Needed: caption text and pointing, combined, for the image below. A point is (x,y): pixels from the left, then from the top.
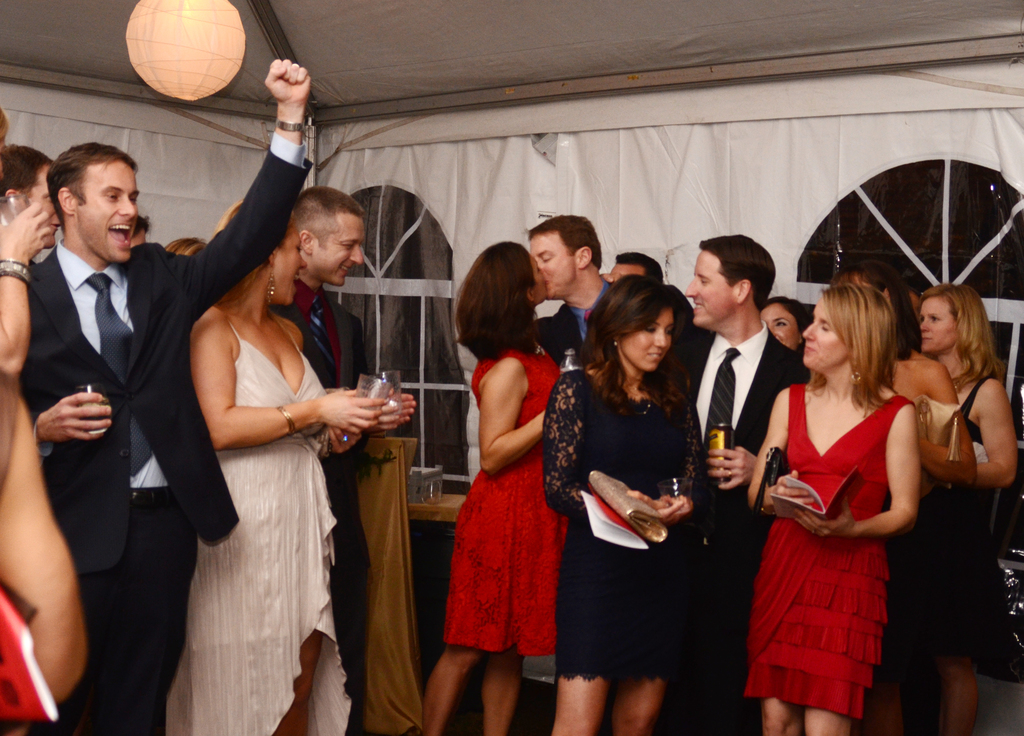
In this picture we can see the group of men and women (628,387), standing in the front (287,362) and enjoying the party. Behind there is a canopy tent (616,149) and hanging light (196,60).
